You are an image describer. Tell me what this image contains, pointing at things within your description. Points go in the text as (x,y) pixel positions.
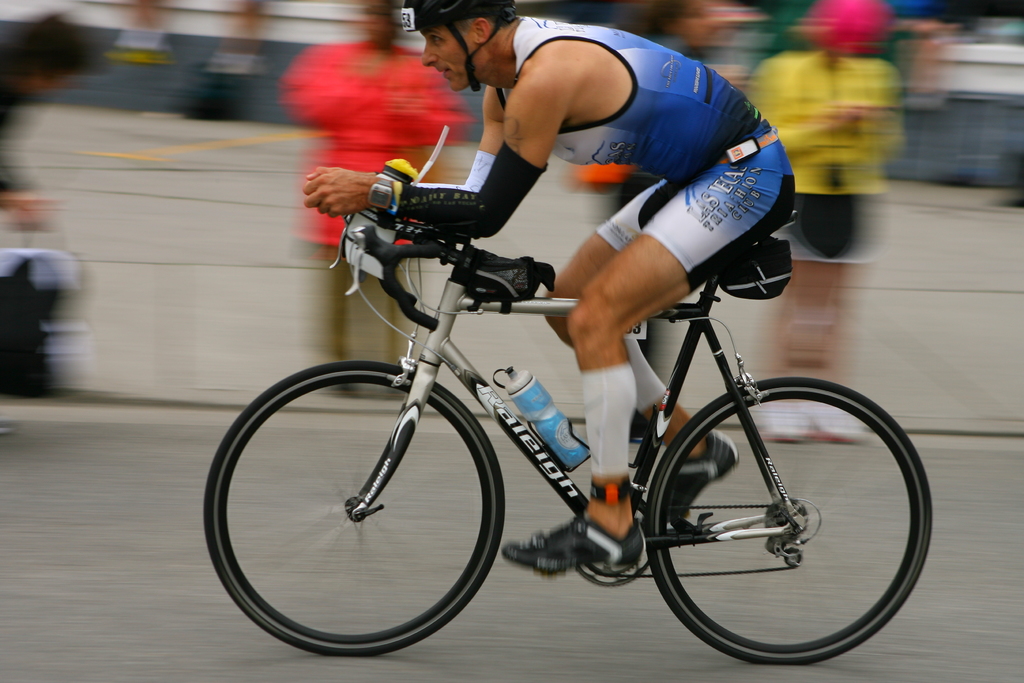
In this picture there is a man (702,142) riding a bicycle (652,547) wearing shoes (571,543) and helmet (445,23). There is a bottle (536,410) and in the background (404,103) there are some people (299,114) Standing and watching.
